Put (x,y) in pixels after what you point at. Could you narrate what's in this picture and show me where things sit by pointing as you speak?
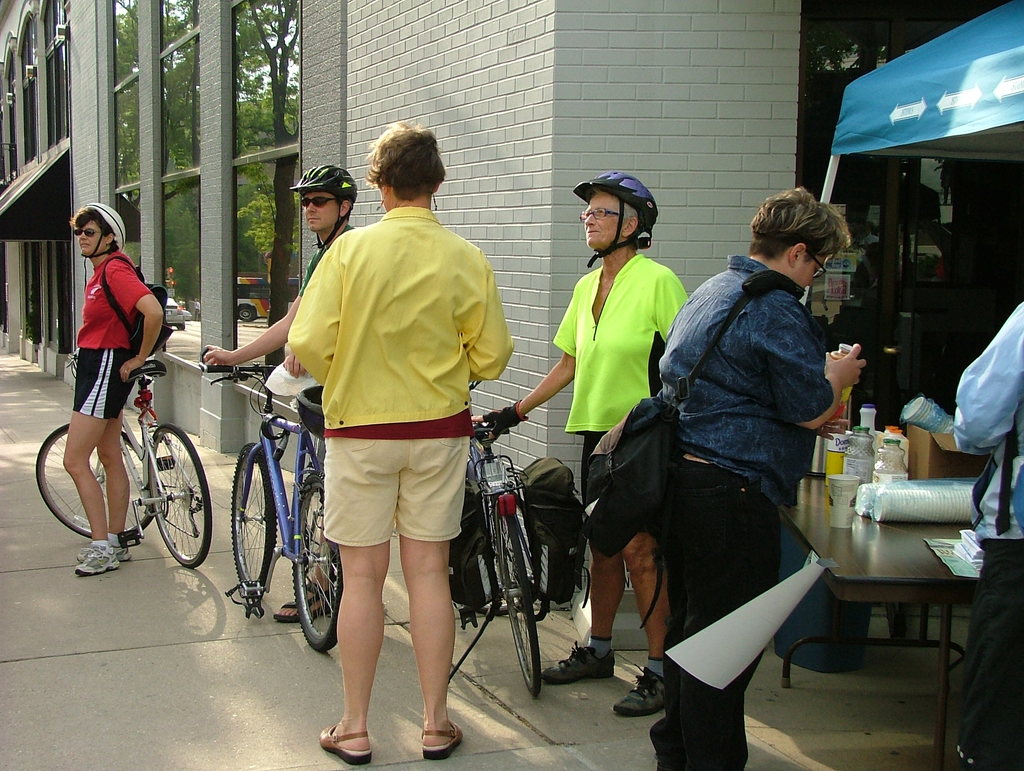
In this picture outside of the city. There is a group of people (786,459). They are standing on a road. They are holding a bicycle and some persons (573,369) are wearing a helmet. On the right side (688,420) we have a person (705,422). He's wearing a bag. There is a table (877,535). There is a glass (907,495), bottle (906,448) on a table (943,528). We can see in background (442,54) buildings (324,159) and trees (241,113).
